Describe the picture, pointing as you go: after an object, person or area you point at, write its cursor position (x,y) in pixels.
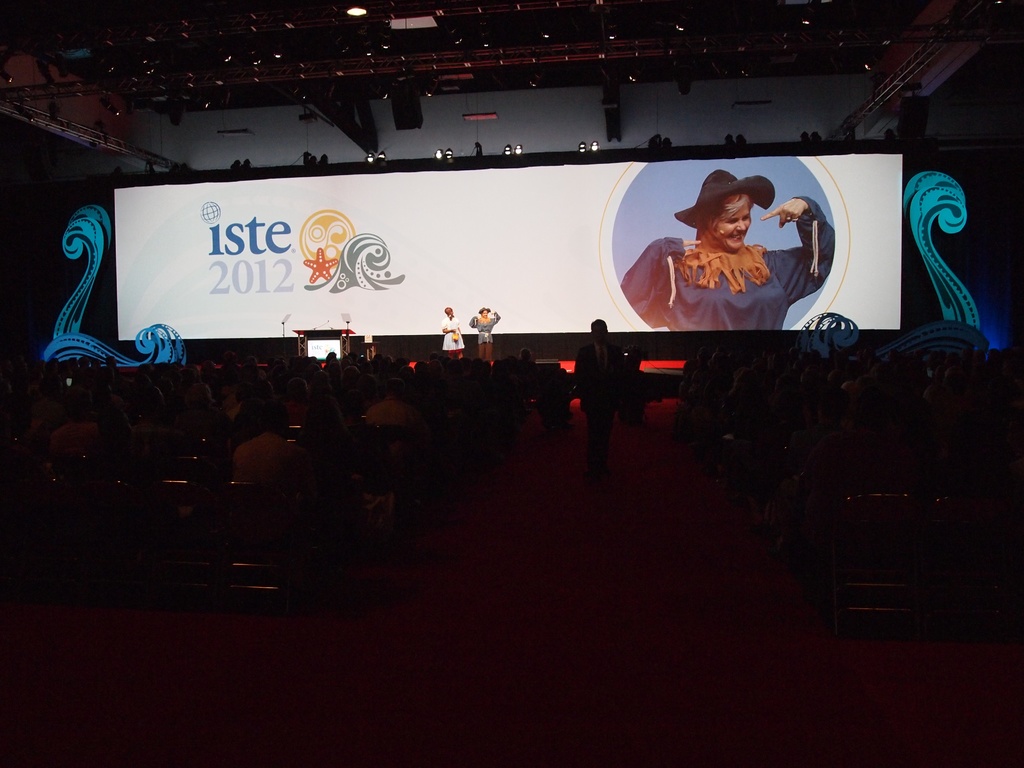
In this image we can see a few people (293,468), among them two people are on the stage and holding objects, on the stage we can see a podium (343,351) and mics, there is a screen (397,210) with some text (280,238) and image (314,247), on the screen (290,224) we can see some lights (657,144), at the top of the roof (358,62) we can see some metal rods (394,67) and lights (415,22).
